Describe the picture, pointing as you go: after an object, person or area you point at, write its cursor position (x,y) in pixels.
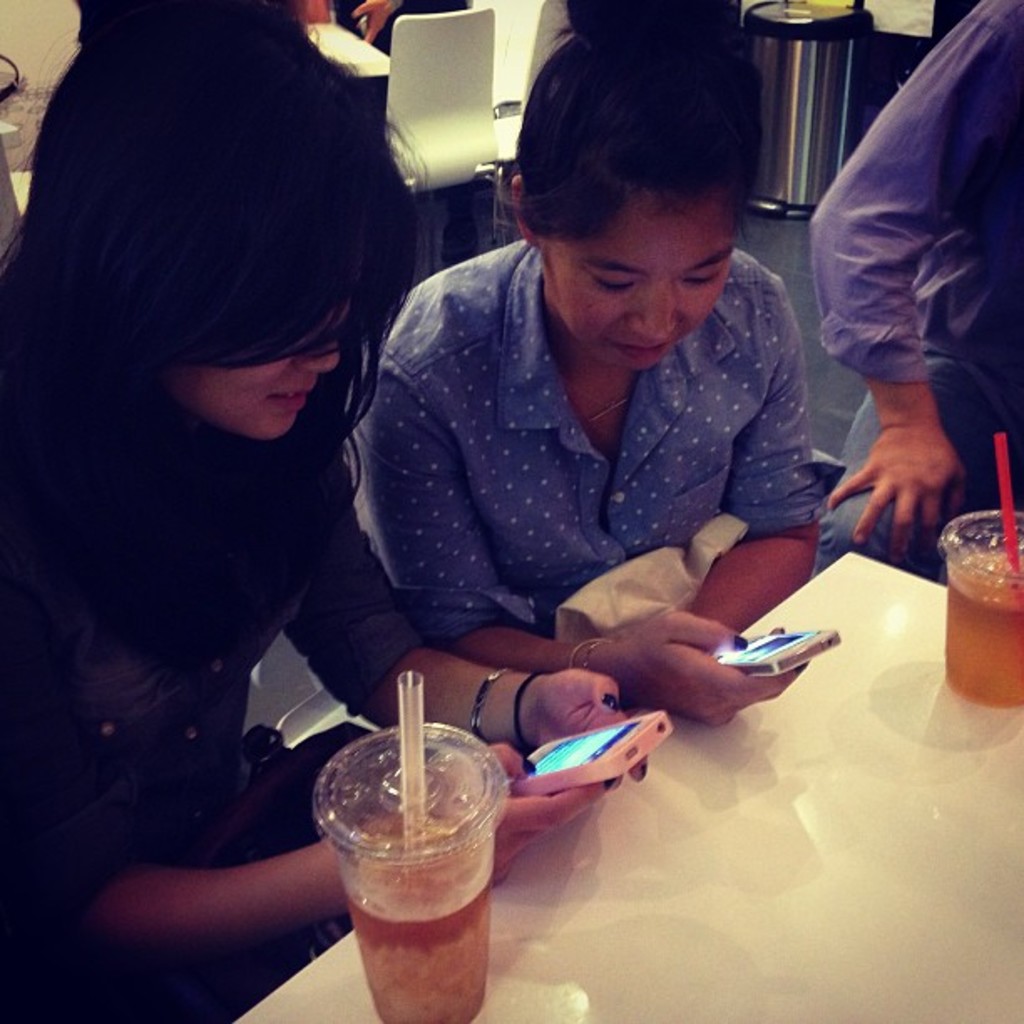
In the center of the image (530,475) there are two ladies (706,513) sitting and holding mobiles (603,768) in their hands (733,638), before them there is a table (799,1006) and we can see glasses (949,681) placed on the table (894,860). In the background (990,232) we can see a person (918,199), a bin (818,195) and chairs (460,62).
